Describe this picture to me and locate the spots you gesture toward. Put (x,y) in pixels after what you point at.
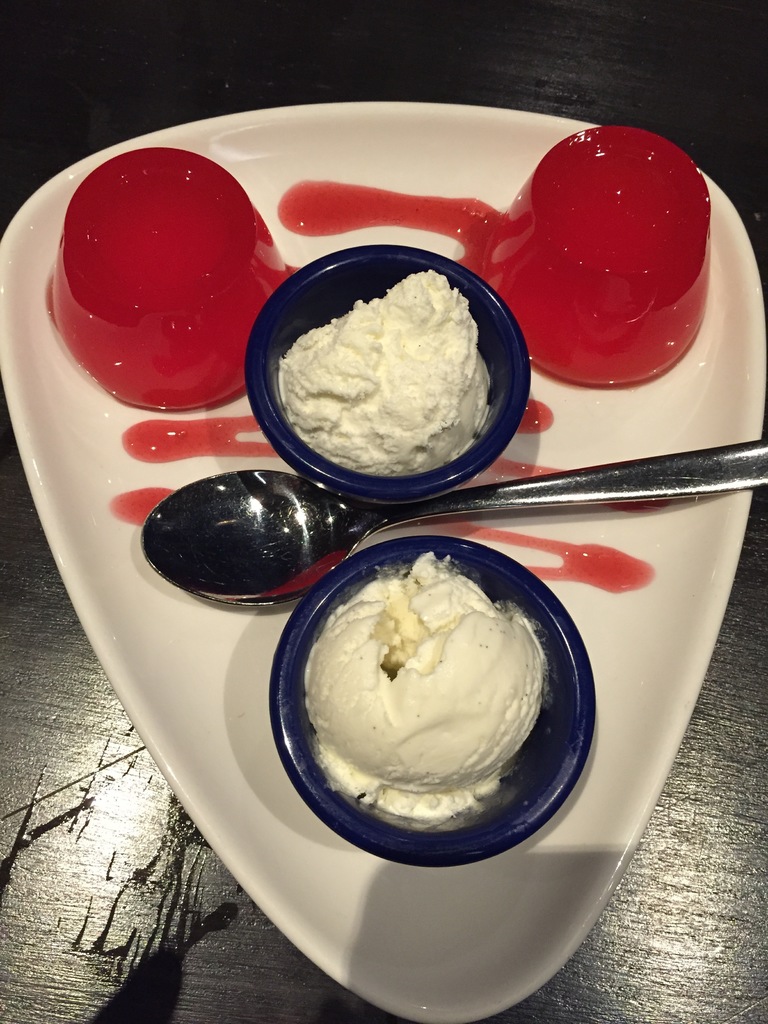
In this picture we can see a spoon (701,464), bowls (444,546), food items (647,194) on a white plate (151,705) and this plate (451,161) is placed on a surface (20,983).
